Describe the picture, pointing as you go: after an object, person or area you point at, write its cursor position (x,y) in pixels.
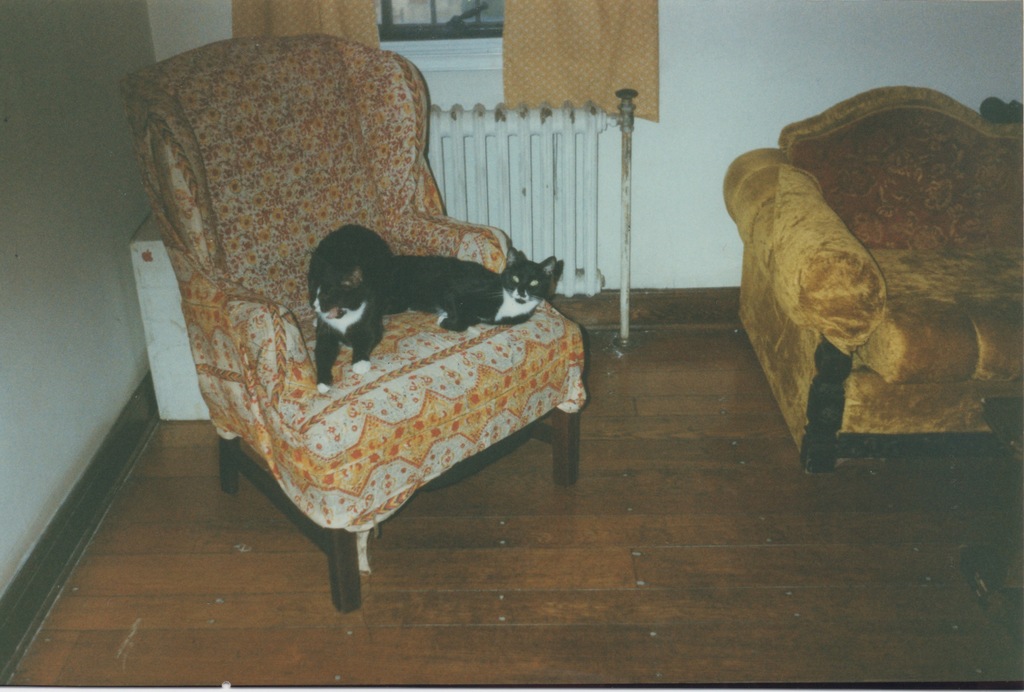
Two cats (360,254) on the sofa chair (268,172). On the left (71,301) it's a wall (41,318).
